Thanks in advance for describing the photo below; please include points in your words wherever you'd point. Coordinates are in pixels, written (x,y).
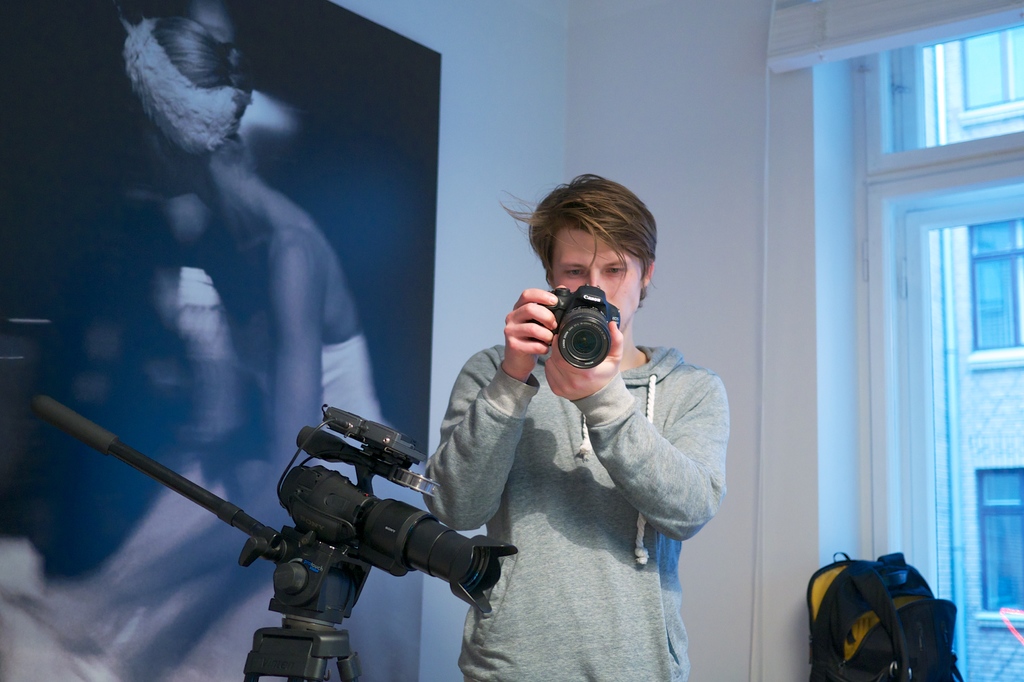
In this image I see a man (555,217) who is holding a camera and there is a camera (316,429) on his left and a bag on his right. In the background (908,484) I see the window (913,501) and a photo (48,451) on the wall (487,283).
